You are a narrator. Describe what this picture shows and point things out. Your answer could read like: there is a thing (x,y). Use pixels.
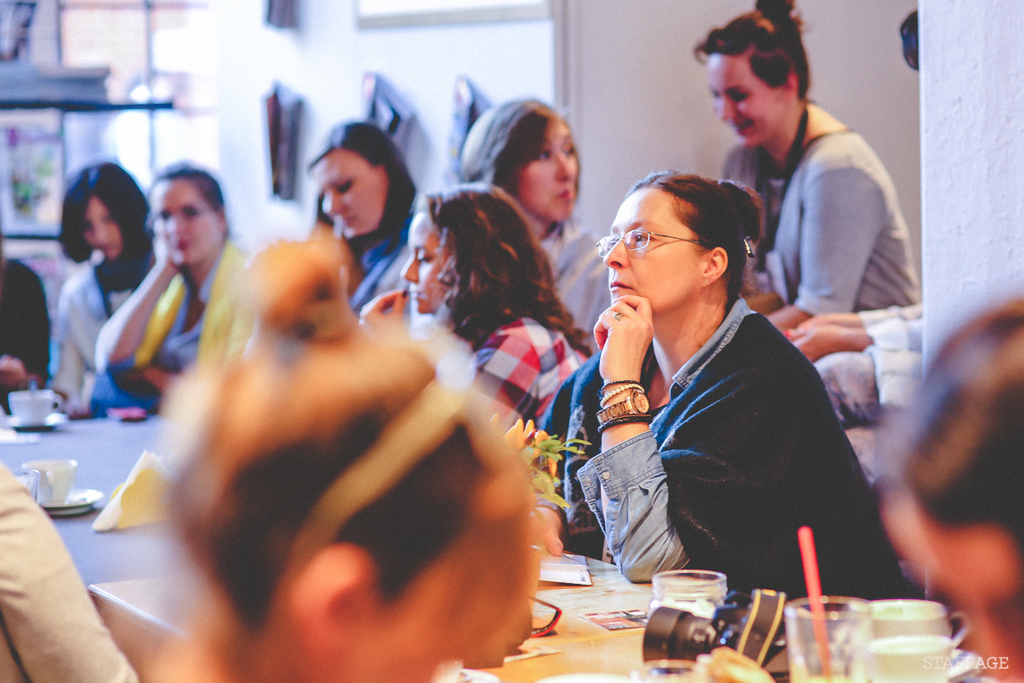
A group of women (210,571) are sitting at a table (75,436).
